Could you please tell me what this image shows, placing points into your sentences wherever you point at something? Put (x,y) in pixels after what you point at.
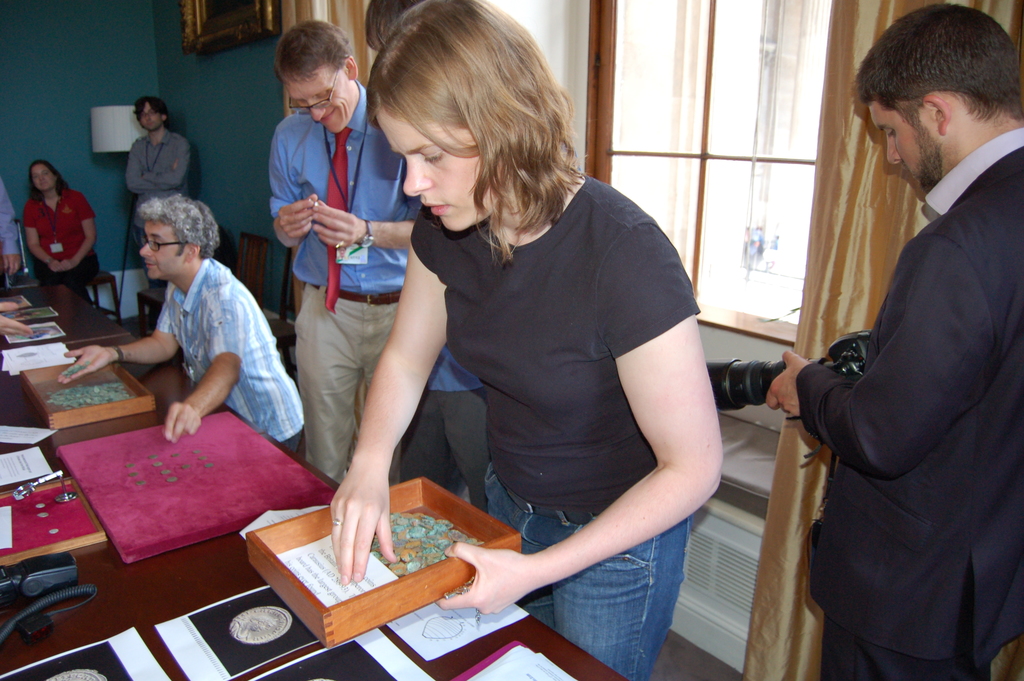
On the background (151,59) we can see a wall (54,64), frame (266,22), window (679,92), and a lamp (118,110). Here we can see some persons (479,338) holding coins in their hands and few are standing. On the table (149,466) we can see containers (106,401) of coins (82,392), papers (380,573). At the right side of the picture (888,344) we can see a man (922,392) holding a camera (858,369) in his hand (775,395).
